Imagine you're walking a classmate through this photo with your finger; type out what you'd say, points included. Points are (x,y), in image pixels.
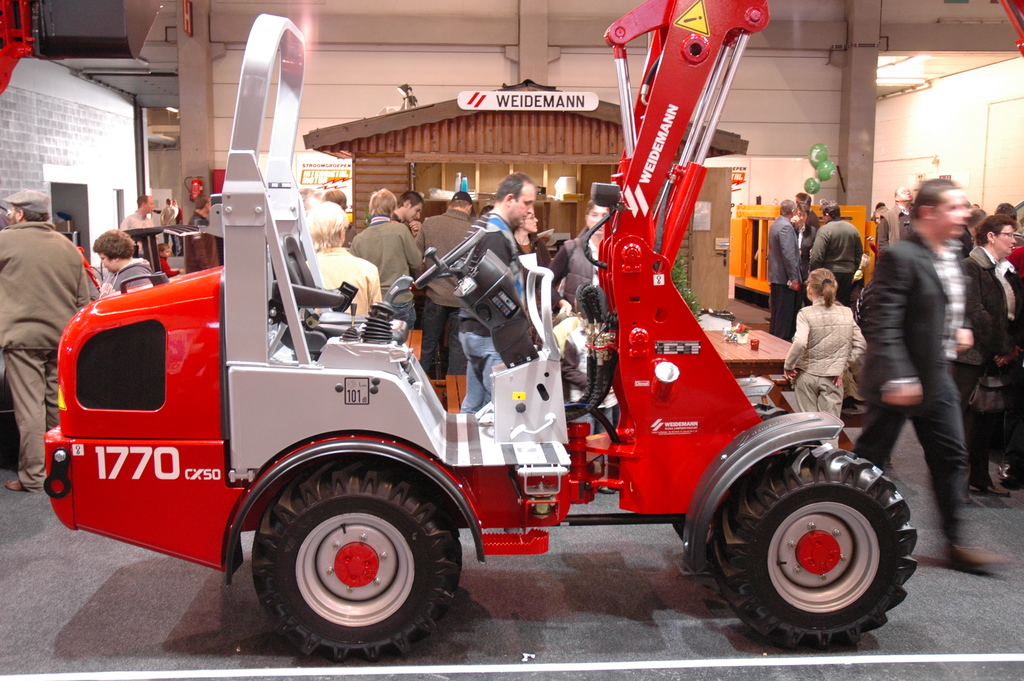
Here I can see a vehicle (547,525) on the ground (653,630). On the right side (917,288) there is a man (887,419) walking towards the right side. In the background (333,265), I can see a crowd of people (56,279) standing. In the background (797,138) there is a building (546,70). On the right side (800,217) there are balloons (826,167).
